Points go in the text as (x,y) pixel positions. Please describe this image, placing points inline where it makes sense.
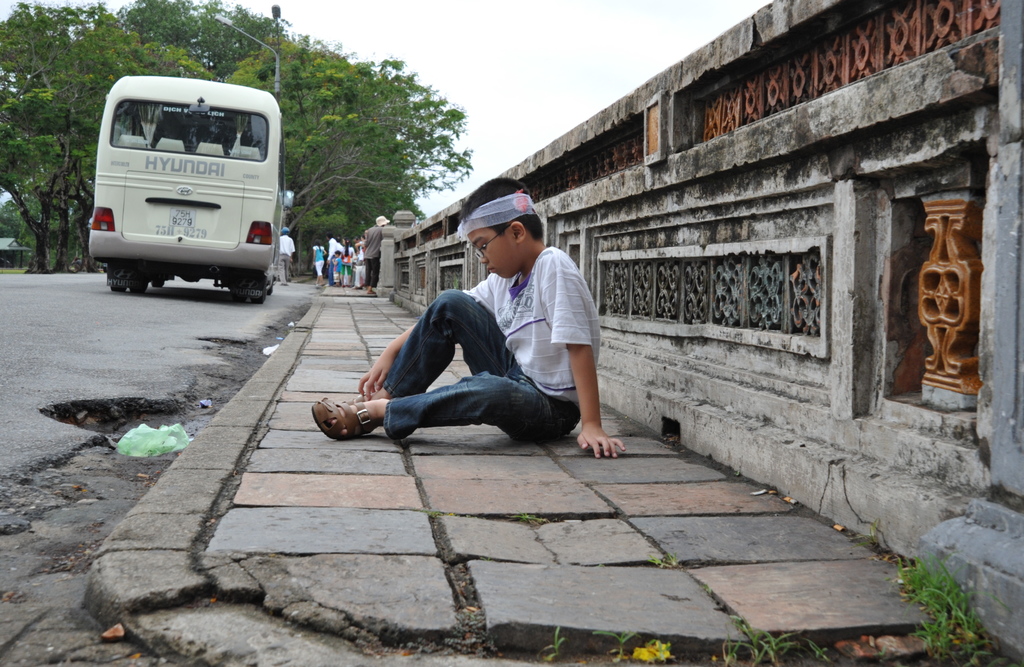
In this image we can see a boy (541,296) sitting on the footpath (609,471). We can also see a vehicle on the road (133,417), a group of people (351,266), a fence (853,479), grass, a street pole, a group of trees (61,253), a house (5,256) and the sky (556,16) which looks cloudy.
